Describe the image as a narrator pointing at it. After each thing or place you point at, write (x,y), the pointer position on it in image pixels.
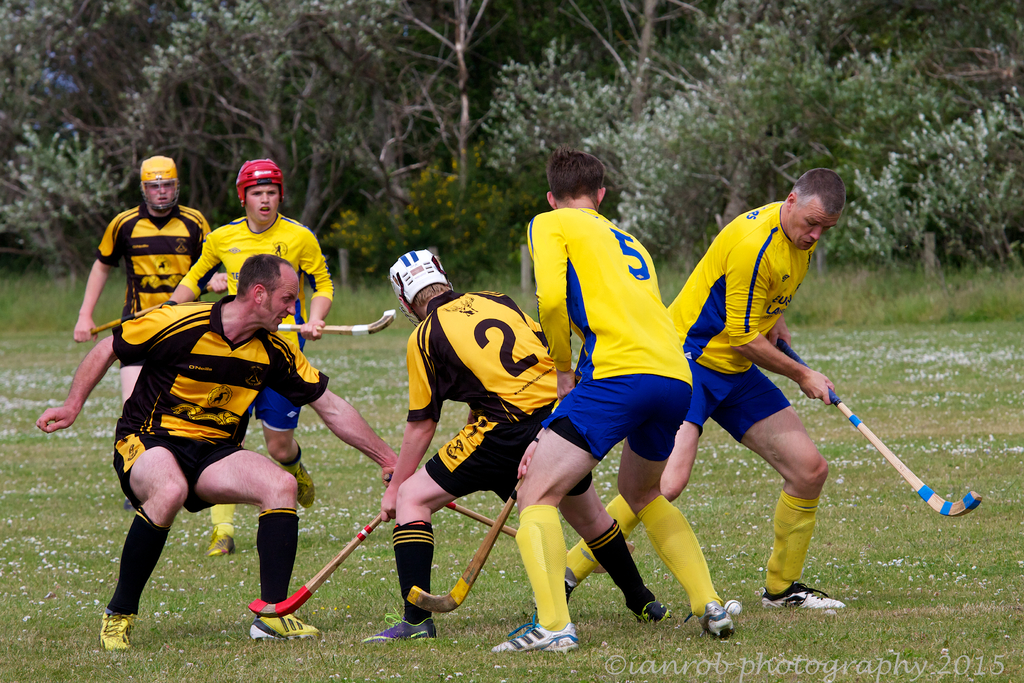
This image consists of many people (215,340) playing hockey. At the bottom (371,617), there is green grass (303,671). They are wearing yellow color dress (224,341). In the background (343,125), there are trees (282,126).
